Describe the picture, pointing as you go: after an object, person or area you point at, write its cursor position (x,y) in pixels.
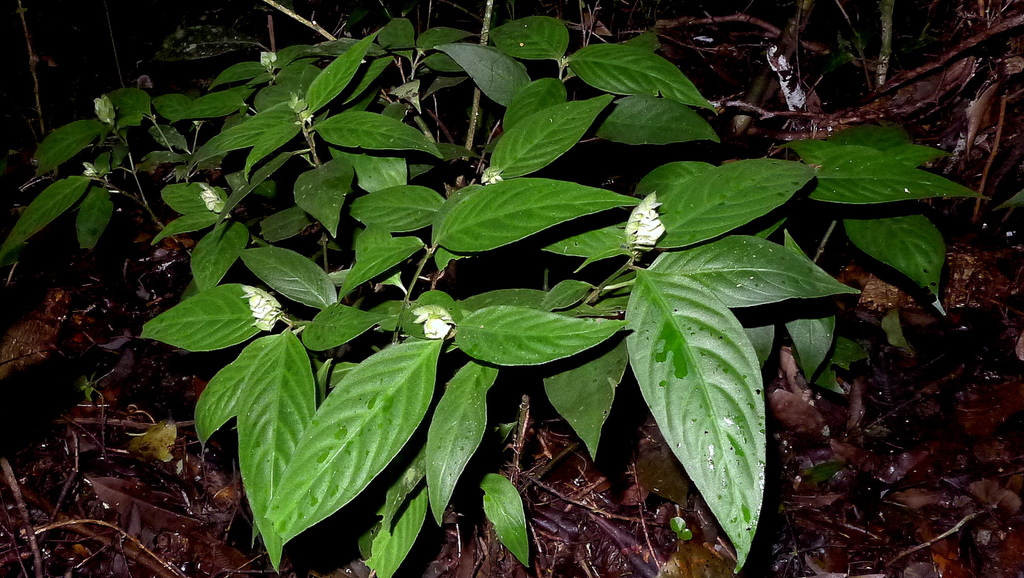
In this picture, we can see some plants (472,200), and we can see some dry leaves (840,482) on the ground (782,485).
